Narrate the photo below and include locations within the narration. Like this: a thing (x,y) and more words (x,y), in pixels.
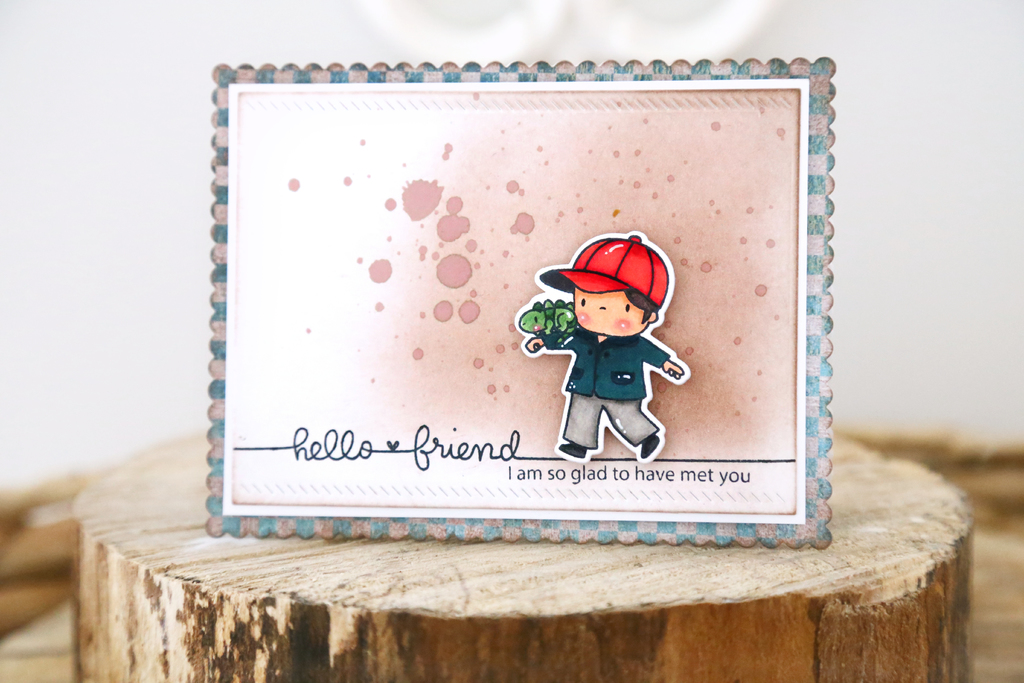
In the center of the image (510,259) we can see greeting (561,400) placed on the wood (118,569).
